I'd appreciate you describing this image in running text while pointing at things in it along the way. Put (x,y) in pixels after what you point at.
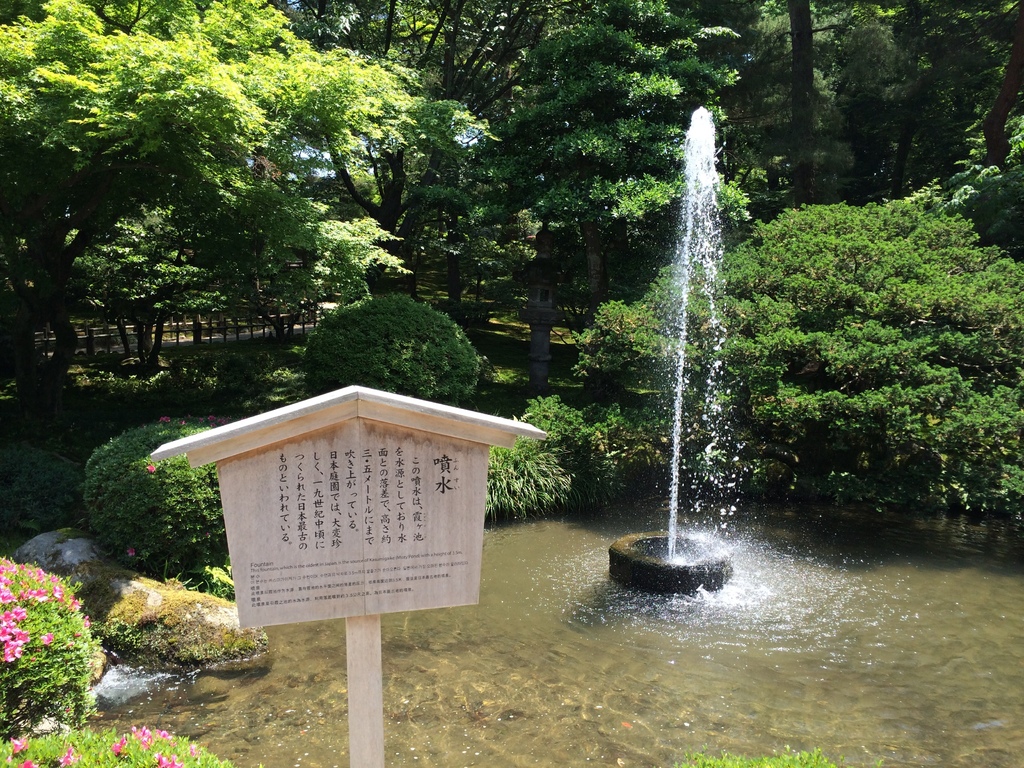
In the foreground of this image (403,570), there is signage (377,494). In the background (640,462), there is a fountains (692,507), few plants (666,434) and the trees (200,154). On the left bottom corner (76,653), there are flowers (14,617) to the plants (130,756).
